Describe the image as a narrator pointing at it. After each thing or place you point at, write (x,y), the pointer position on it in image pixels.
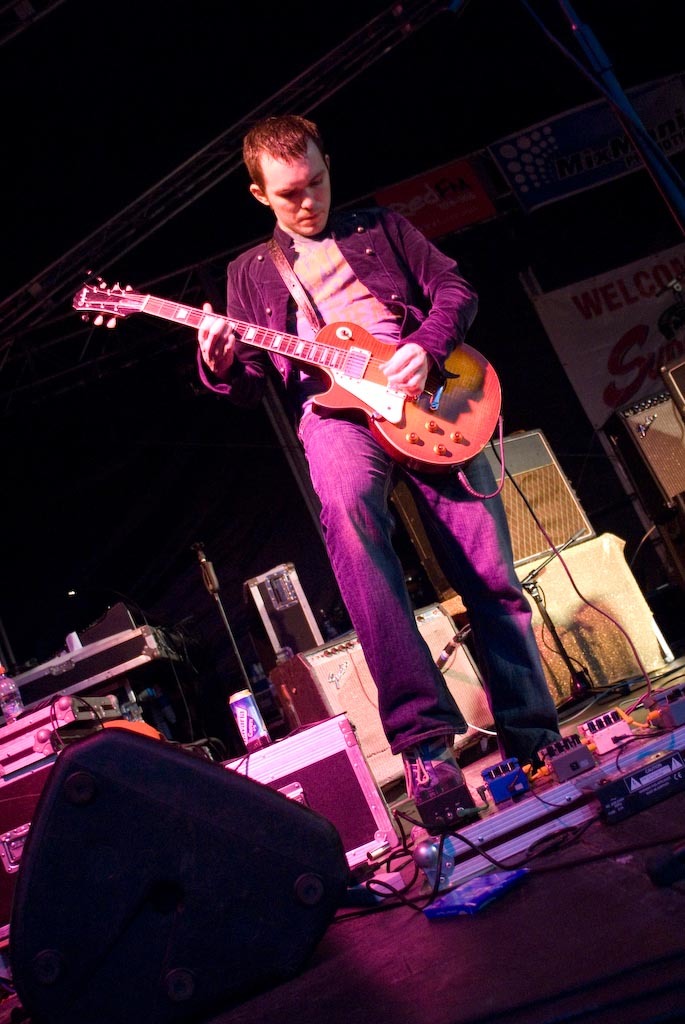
There is a man (362,220) playing guitar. This is floor (392,952) and there are some musical instruments (637,648). This is mike (208,566). Here we can see a banner (616,367) and there is a pole (622,107).
